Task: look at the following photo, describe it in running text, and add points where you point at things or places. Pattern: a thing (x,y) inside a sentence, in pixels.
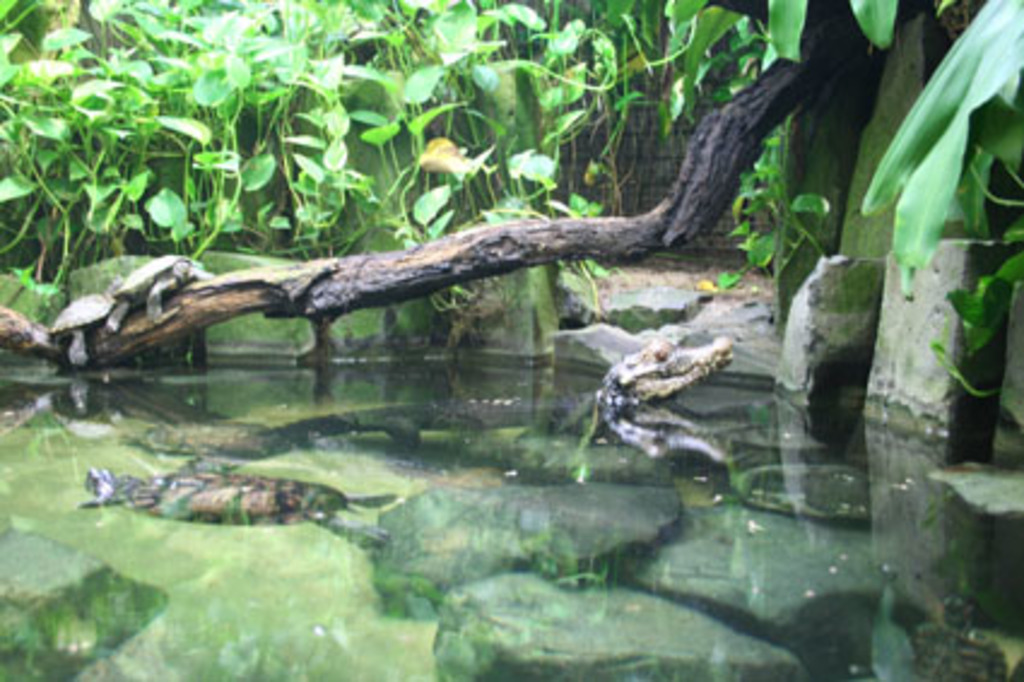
In this image we can see water (385,515), rocks (385,515), water animals (692,355), branch (251,304), two tortoise (185,263) and leaves (201,159).
